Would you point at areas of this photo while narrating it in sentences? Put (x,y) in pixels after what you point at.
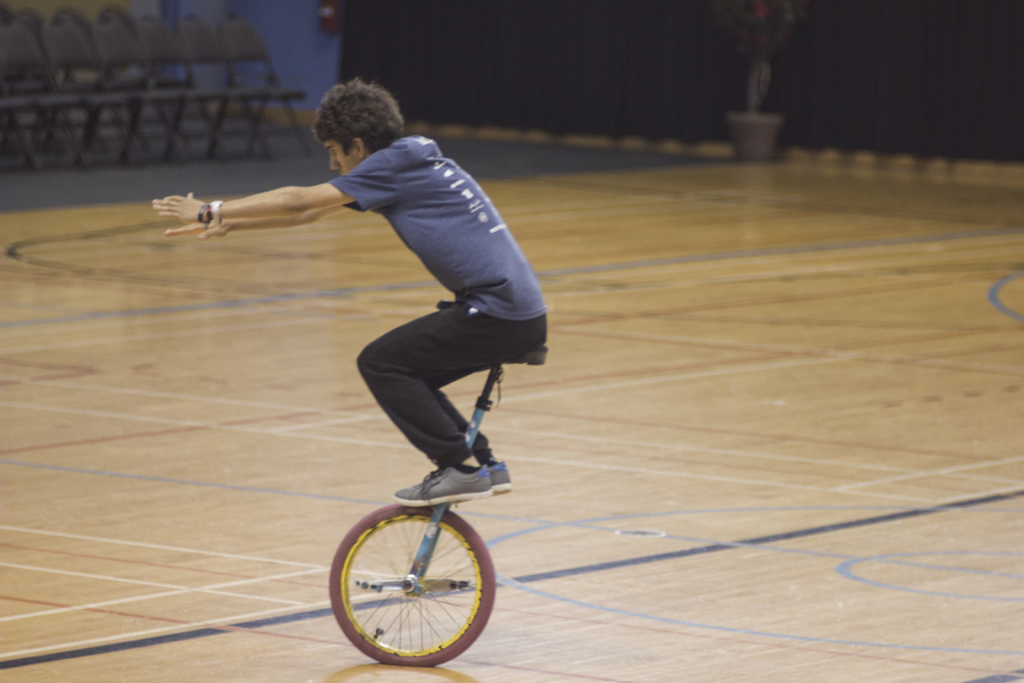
In this image there is a person (409,421) riding a unicycle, and at the background (72,90) there are chairs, fire extinguisher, plant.
